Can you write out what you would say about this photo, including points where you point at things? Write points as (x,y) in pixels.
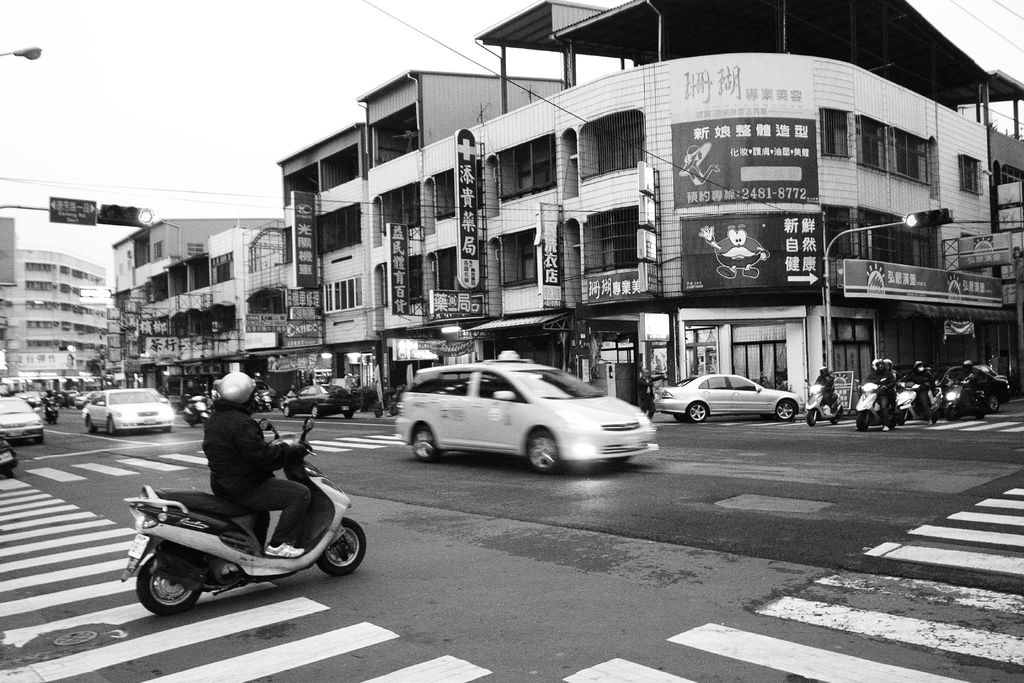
In the image we can see there are buildings (531,223) and these are the windows (633,215) of the building (382,259). There are many vehicles (586,387) on the road (661,535), this is a road (633,509), white lines (336,638) on the road (314,652), signal pole (100,211), electric wires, lights (30,57), fence (628,135) and a sky (146,31).
